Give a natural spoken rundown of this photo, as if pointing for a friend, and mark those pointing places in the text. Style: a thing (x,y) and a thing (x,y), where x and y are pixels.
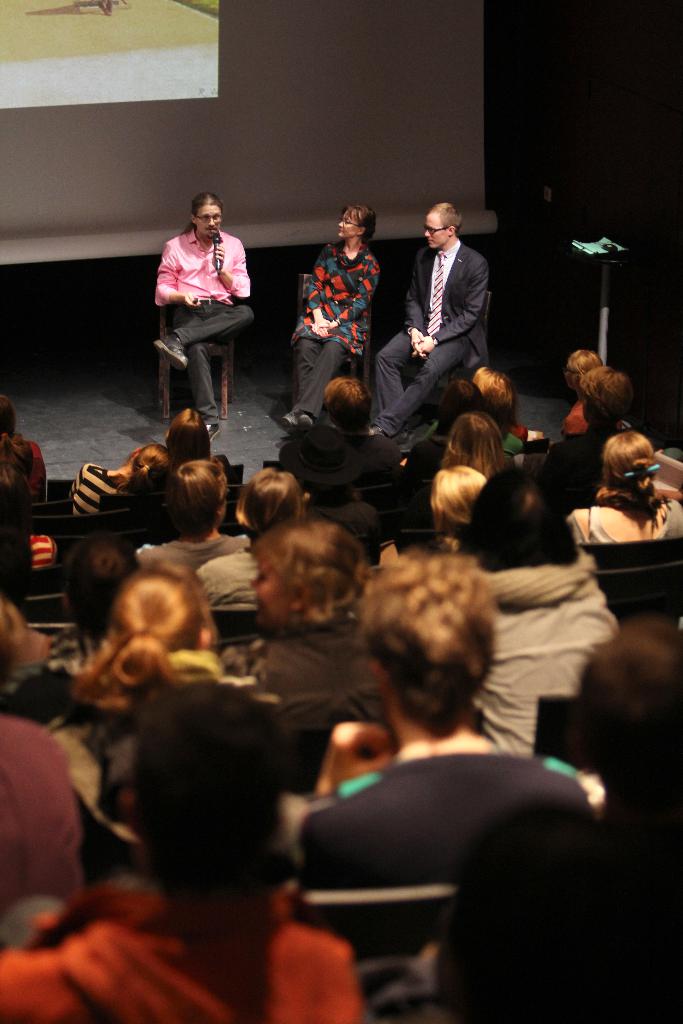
In this image, there are three persons (412,289) wearing clothes (328,291) and sitting on chairs (218,344) in front of the crowd (372,598). There is a screen (40,34) in the top left of the image (23,156).
